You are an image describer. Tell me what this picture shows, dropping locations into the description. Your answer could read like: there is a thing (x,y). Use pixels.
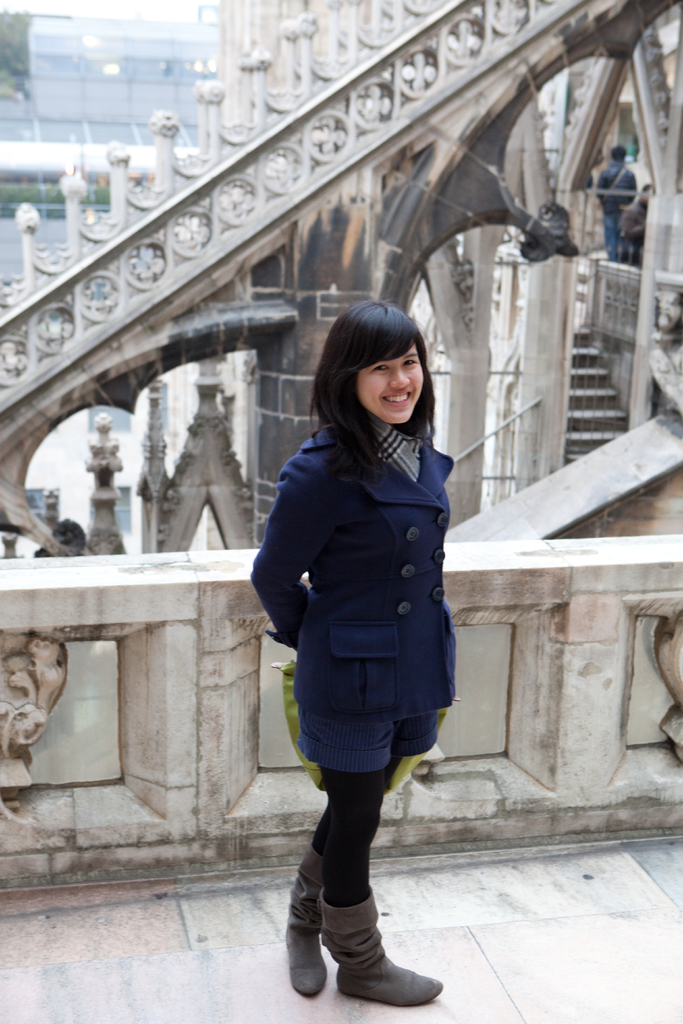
In this picture we can observe a woman (383,644) wearing a blue color coat (352,545). She is smiling. Behind her there is a railing (542,717). We can observe a building (308,215) in the background (381,195).
